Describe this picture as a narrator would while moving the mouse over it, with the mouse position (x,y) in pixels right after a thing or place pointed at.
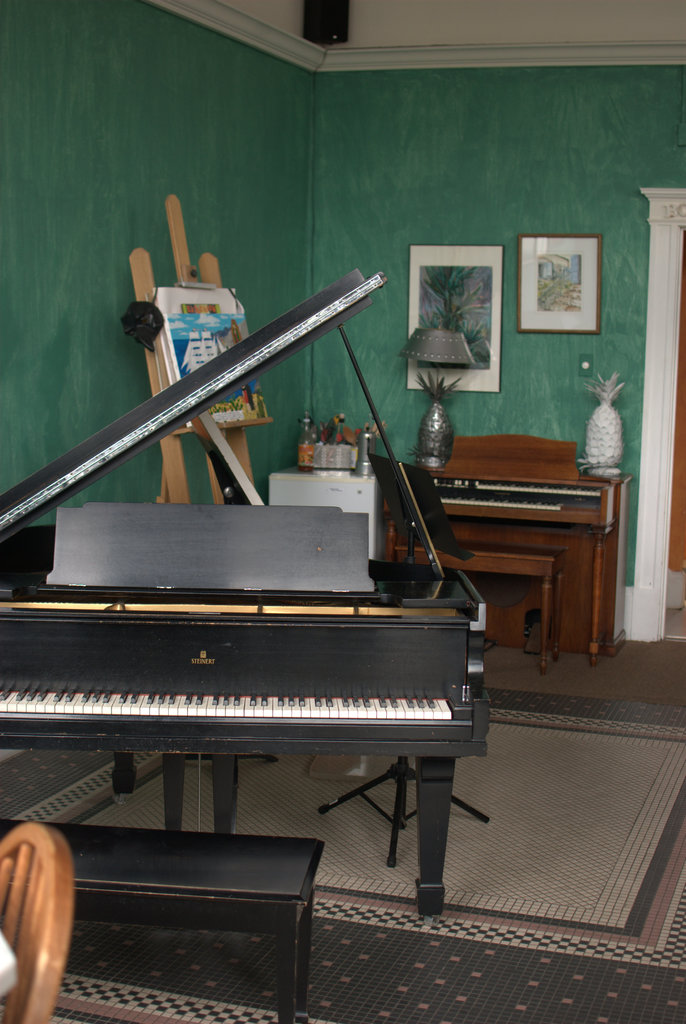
It's a musical instrument (126,660) in the middle of an image (446,441) there is a lamp (439,448), photos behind that wall (389,111).
